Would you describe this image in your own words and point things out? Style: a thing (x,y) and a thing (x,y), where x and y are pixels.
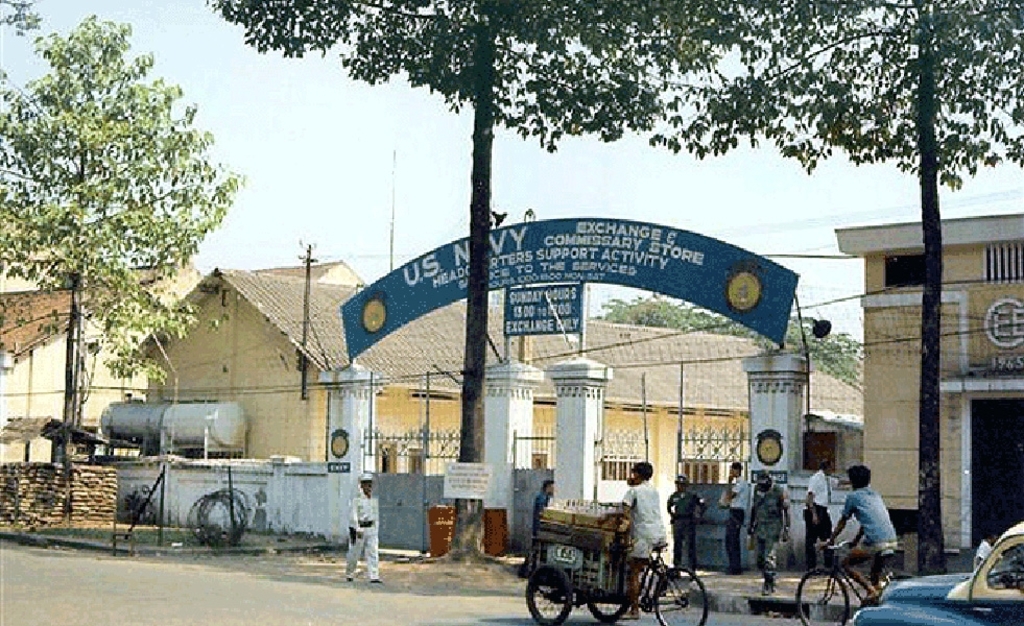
In the center of the image (668,416) there are houses (420,342). There is a gate (556,421). There is a board (432,262) with some text (561,274) on it. There are trees (489,71). At the bottom of the image (280,595) there is road (248,598). There are people (361,516) walking. To the right side of the image (896,583) there is a car (855,617). There is a person (865,475) riding a bicycle (807,599). At the top of the image (237,63) there is sky (216,42).
